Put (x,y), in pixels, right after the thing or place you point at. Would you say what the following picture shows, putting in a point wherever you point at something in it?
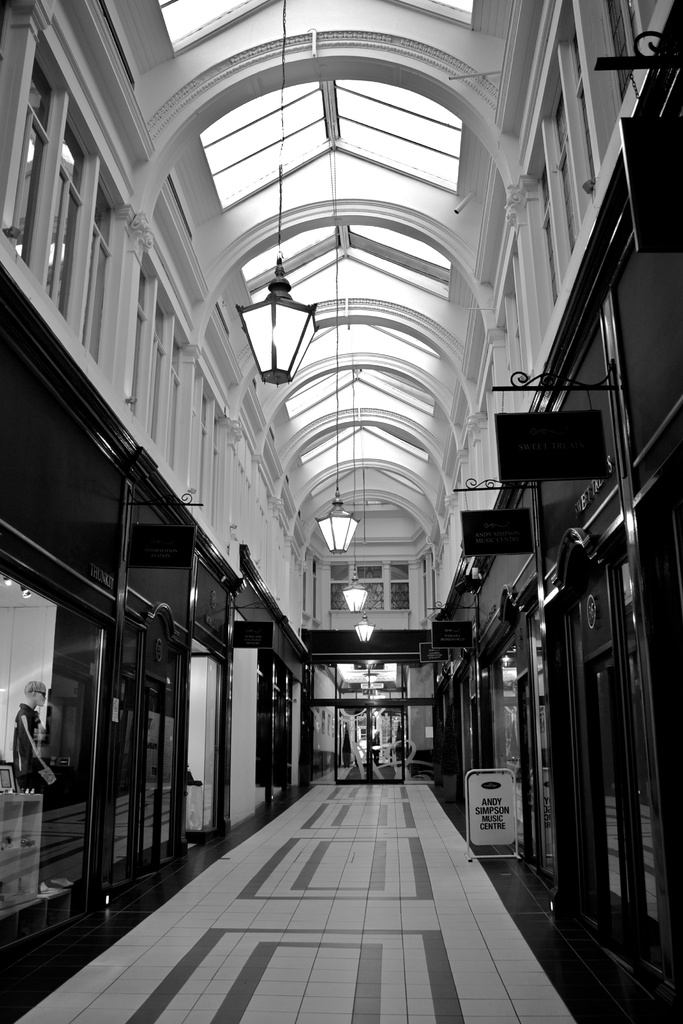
This is a black and white image I can see glass doors (638,761) on the left (218,745), right and in the center of the image (393,668). At the top of the image (342,197) I can see rooftop (343,233) with some lamps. On the left side of the image (47,717) I can see a shop (43,781) in which I can see a mannequin (47,770).
